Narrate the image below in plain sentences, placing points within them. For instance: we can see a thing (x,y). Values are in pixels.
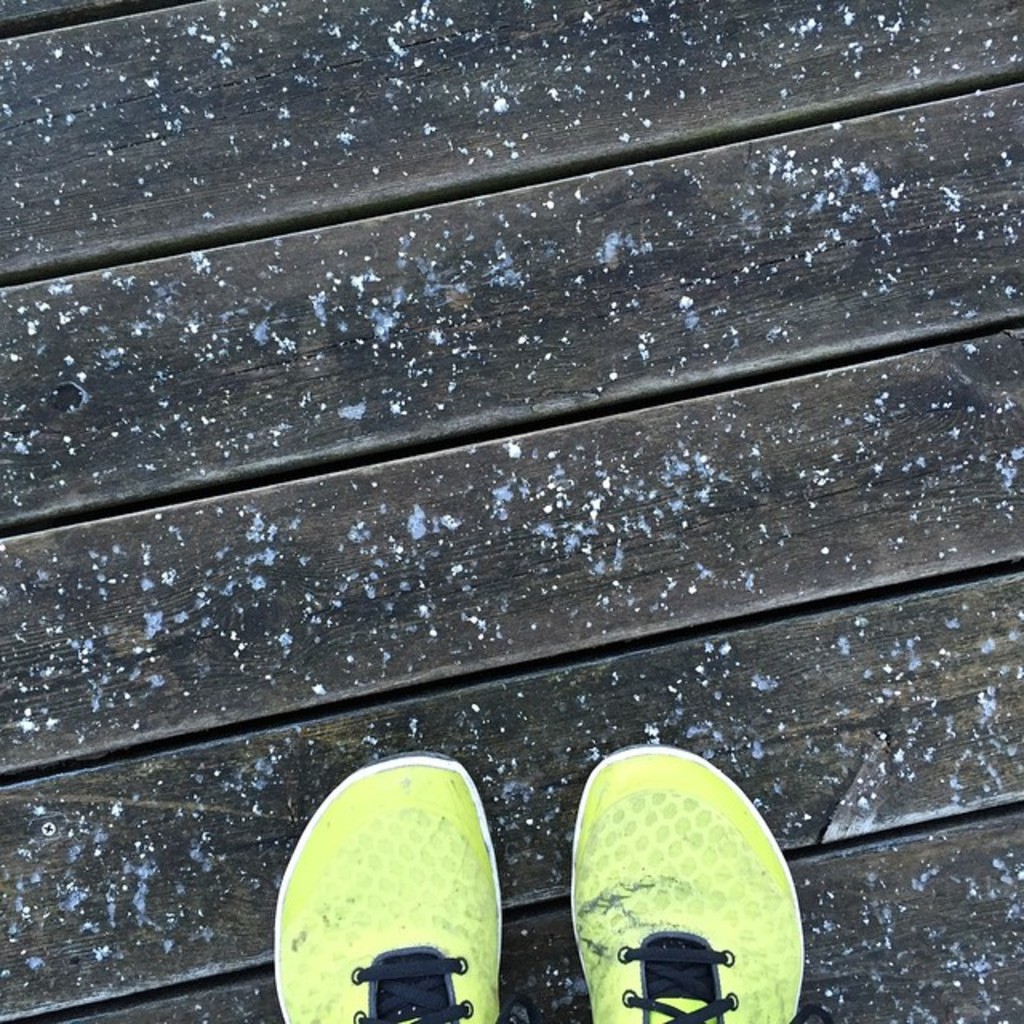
In this image I can see the shoes (441,863) on the wooden surface (584,518). These shoes (459,846) are in black and yellow color.
